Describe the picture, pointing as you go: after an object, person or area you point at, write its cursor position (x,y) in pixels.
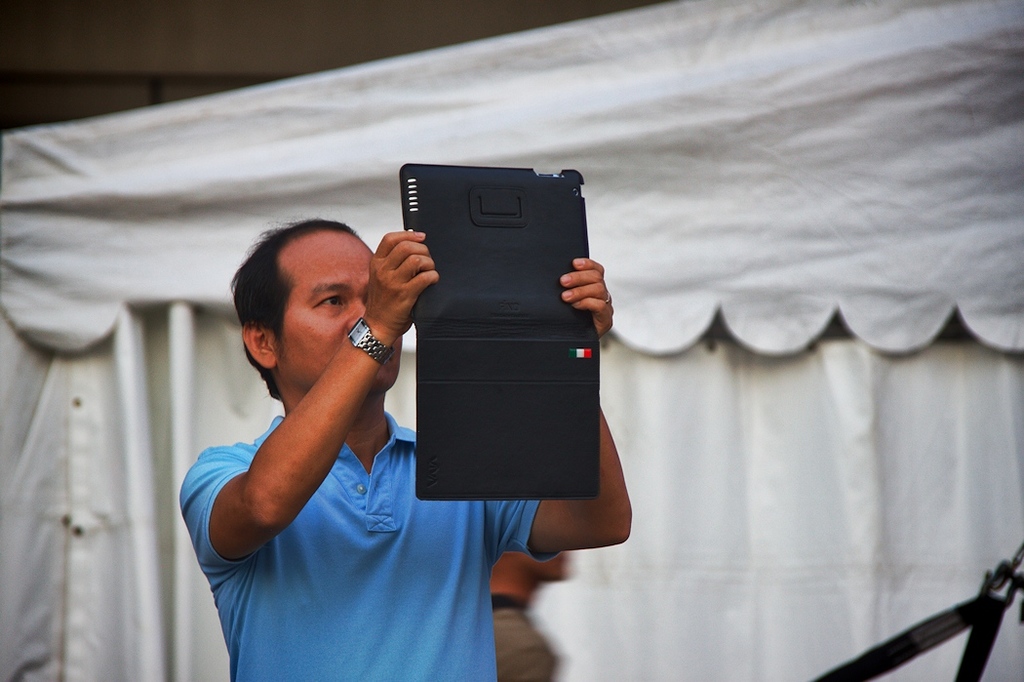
In the middle of the image (355,392) there is a man (344,341) with blue t-shirt (351,593) is standing and holding the tab (444,215) with black cover (462,373). To his hand (416,256) there is a watch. Behind him there is a white color tent (605,346).
